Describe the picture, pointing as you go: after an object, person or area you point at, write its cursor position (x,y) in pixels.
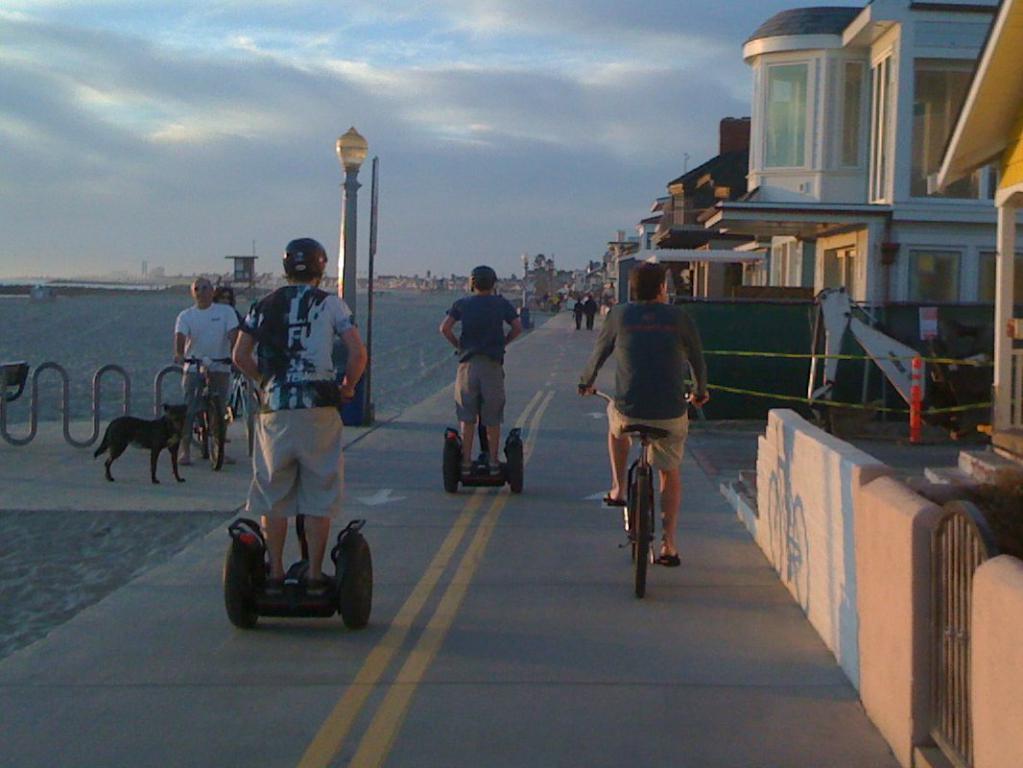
In the center of the image (358,364) we can see two persons (493,313) wearing helmets (298,265) are riding Segways (298,588). One person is riding a bicycle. To the left side of the image (174,405) we can see a fence (159,398), a dog (163,433) on the ground (200,450). In the background (709,244), we can see, light pole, group of buildings (690,228), crane (899,350) and the sky (423,114).
